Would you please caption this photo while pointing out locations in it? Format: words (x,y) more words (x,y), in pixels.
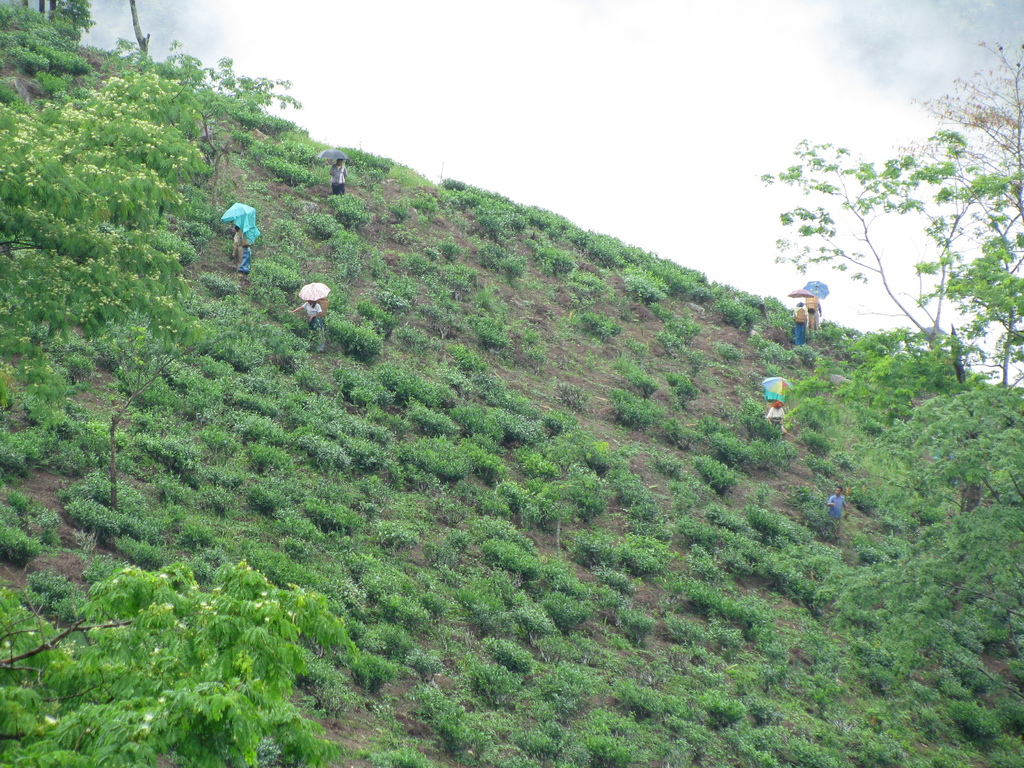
In this image I can see people (340,179) are present on the grass (796,426), holding umbrellas (778,388). There are trees (1019,555) and there is sky (687,128) at the top (687,128).
